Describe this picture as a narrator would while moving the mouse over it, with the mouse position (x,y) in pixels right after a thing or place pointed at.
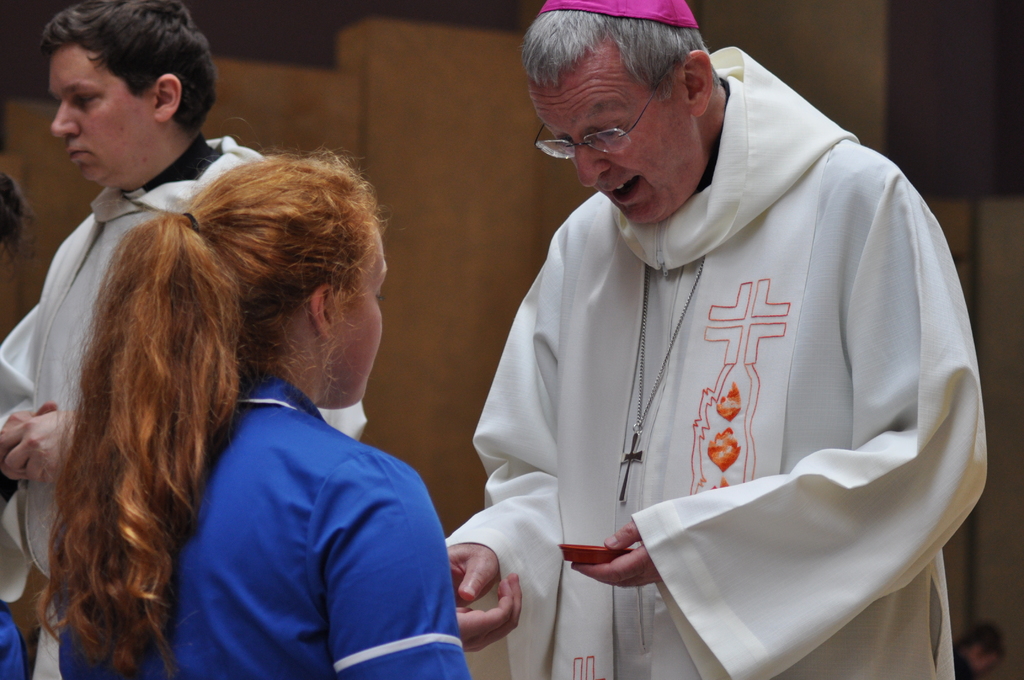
In this picture we can see a group people (18,247) standing on the path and a man (687,424) in the white dress (539,567) is holding an object (583,559) and behind the people (770,470) there is an object (422,139) and a dark background (932,42).
